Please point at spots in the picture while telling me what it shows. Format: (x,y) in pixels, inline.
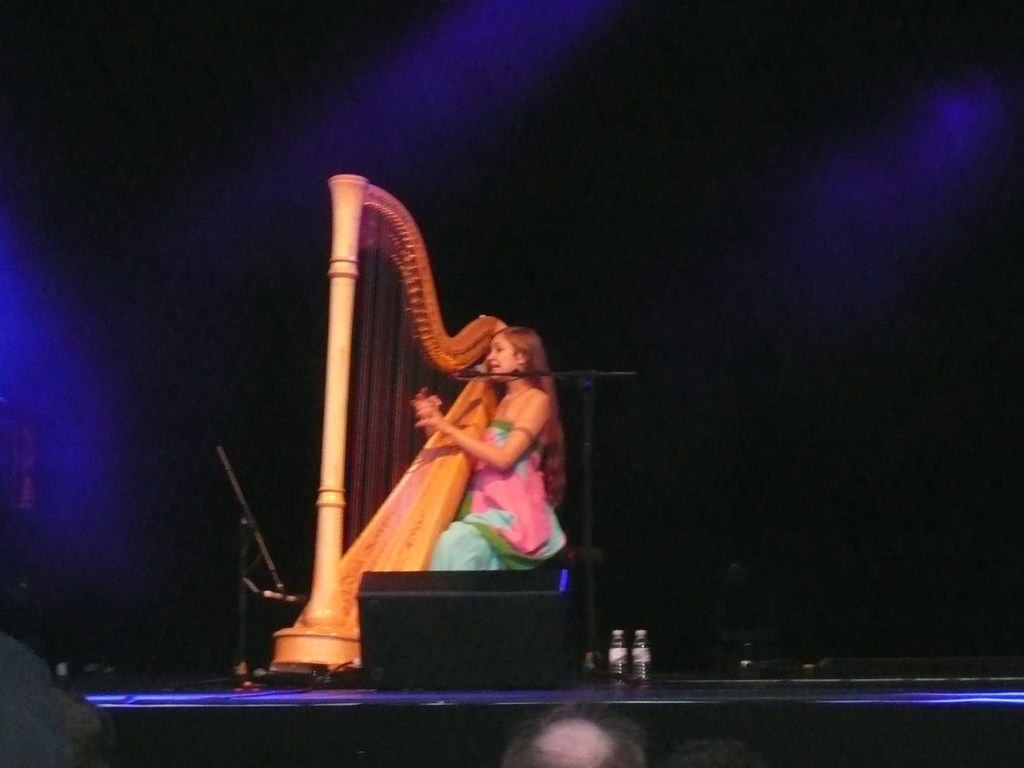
In this image we can see a lady (546,502) playing a musical instrument (373,438), there are some, mics (591,667), bottles (624,649), and the background (127,110) is dark.
